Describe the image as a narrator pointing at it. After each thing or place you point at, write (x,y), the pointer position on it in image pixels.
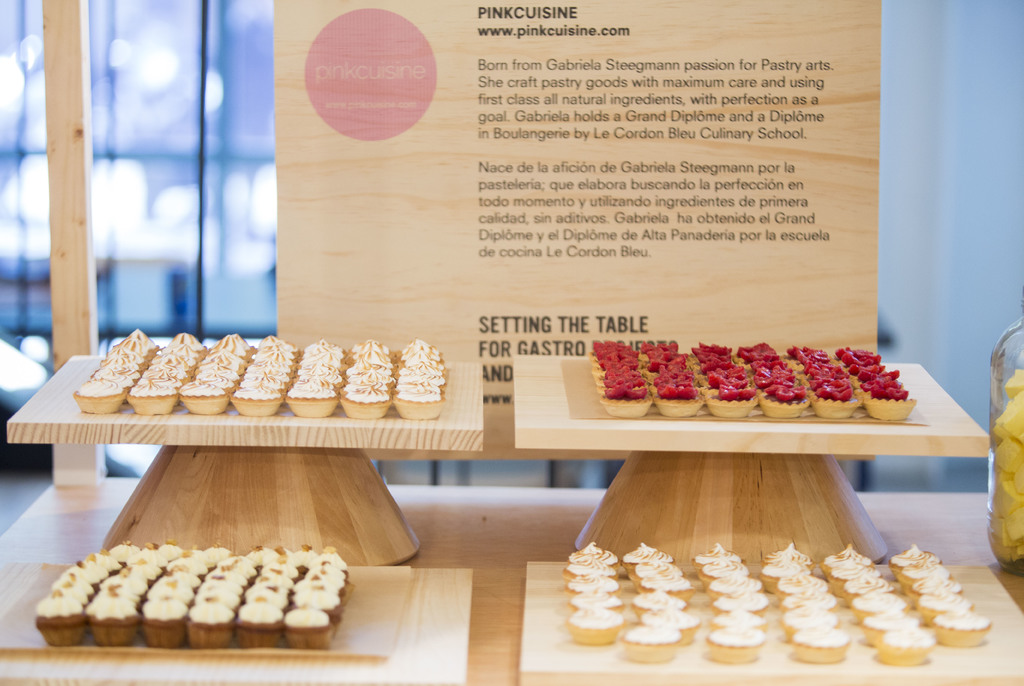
In this picture I can see food items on wooden boards (520,445). In the background (462,159) I can see a board (451,153). On the right side (1019,407) I can see glass object (1013,426) on the wooden table (513,682).
